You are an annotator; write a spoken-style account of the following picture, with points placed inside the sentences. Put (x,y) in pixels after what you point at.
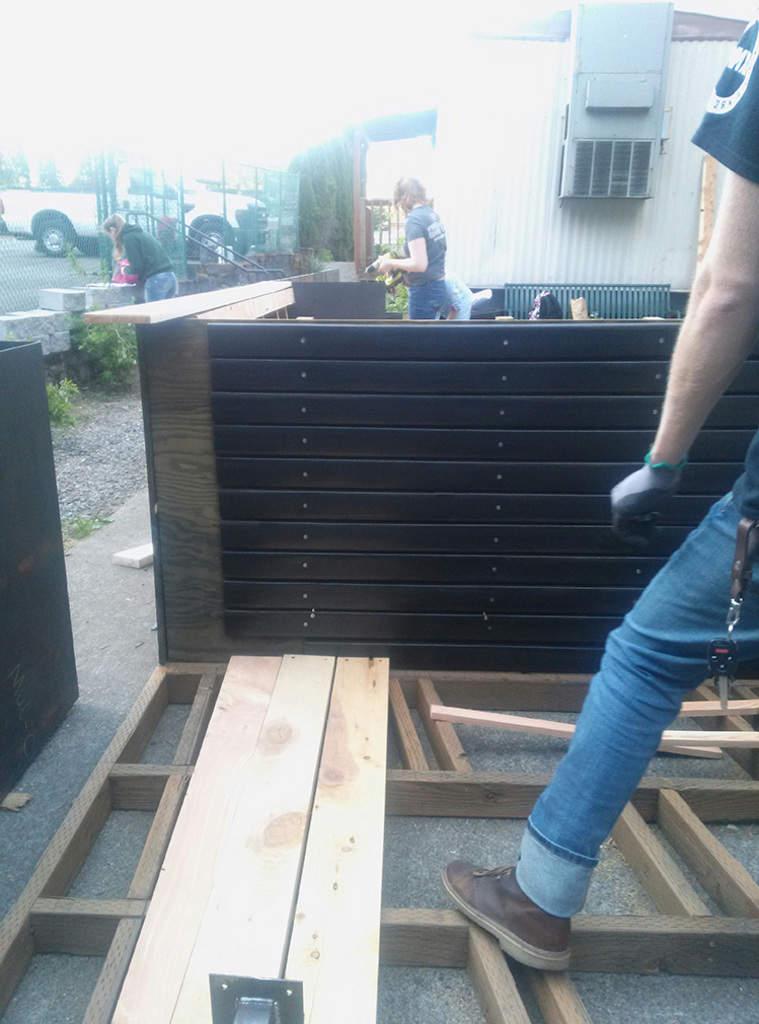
There is some wood work (350,757) going on in the picture and a person (740,163) is standing on the wooden sticks (375,909), behind him there is a white metal building (476,111) and few people (402,256) were standing in the area (426,289) in front of the building (691,268), on the left side (138,251) there is another person (149,285) and in the background (36,199) there is a truck (44,209).
